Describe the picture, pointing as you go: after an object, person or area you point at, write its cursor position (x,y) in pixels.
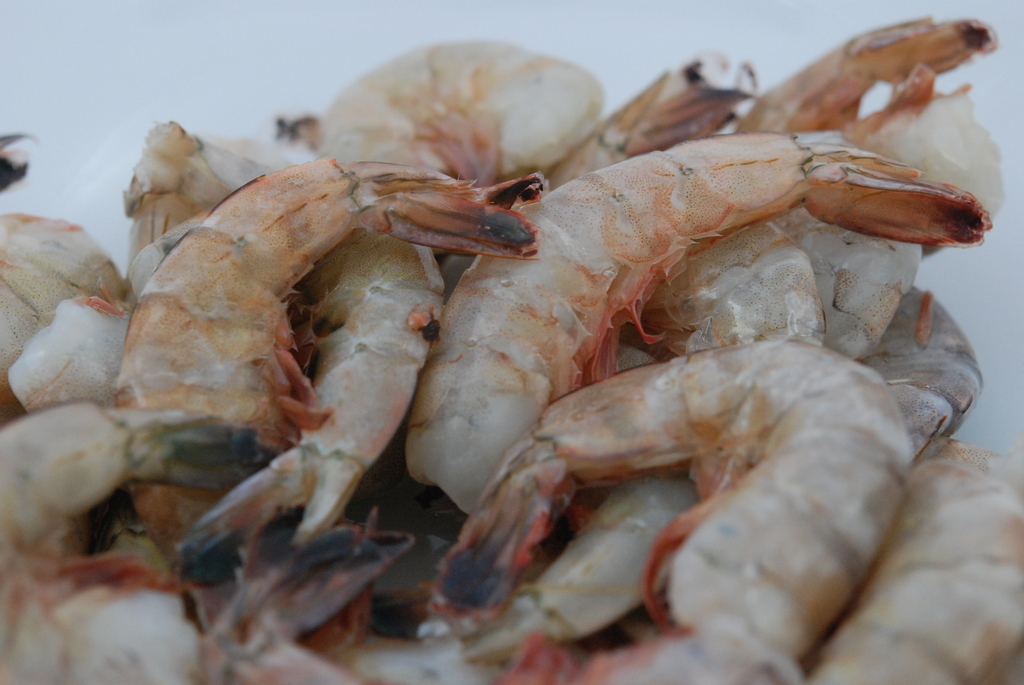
In the middle of the image (411,284) there are a few shrimps (662,581).
